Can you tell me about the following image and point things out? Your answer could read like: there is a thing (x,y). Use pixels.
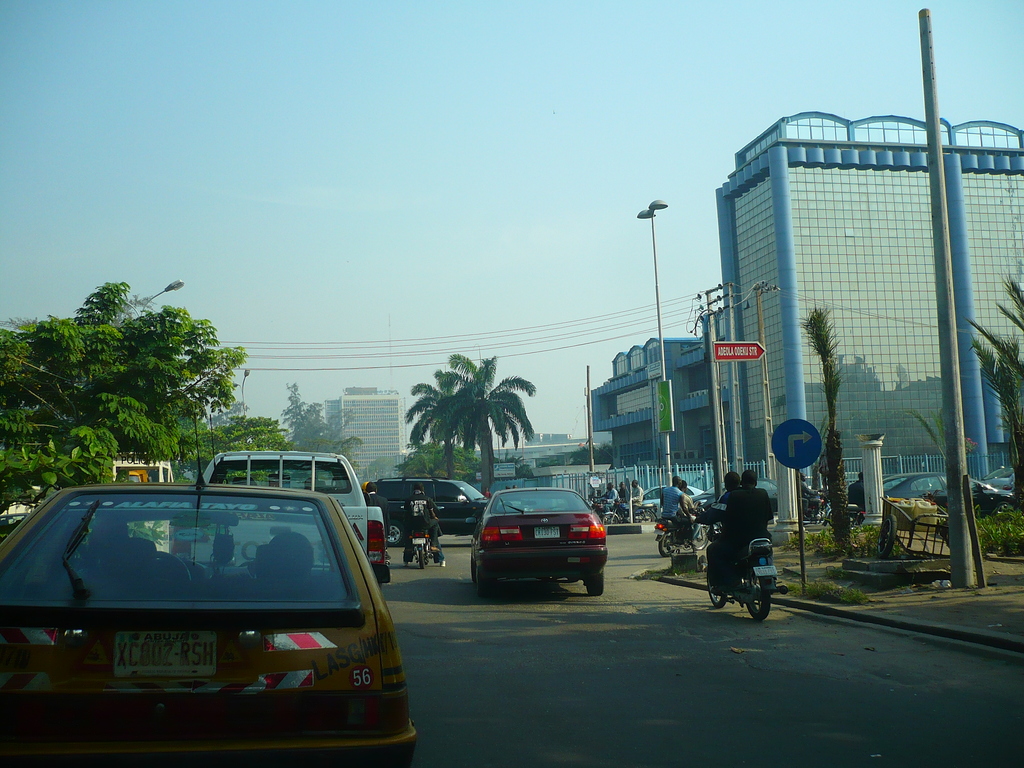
In this image in the center (455,508) there are vehicles (284,588) moving on the road (620,553). In the background (640,407) there are buildings (891,386), trees (470,396), poles (769,421) and there are boards (790,454) with some text (728,348) written on it.
